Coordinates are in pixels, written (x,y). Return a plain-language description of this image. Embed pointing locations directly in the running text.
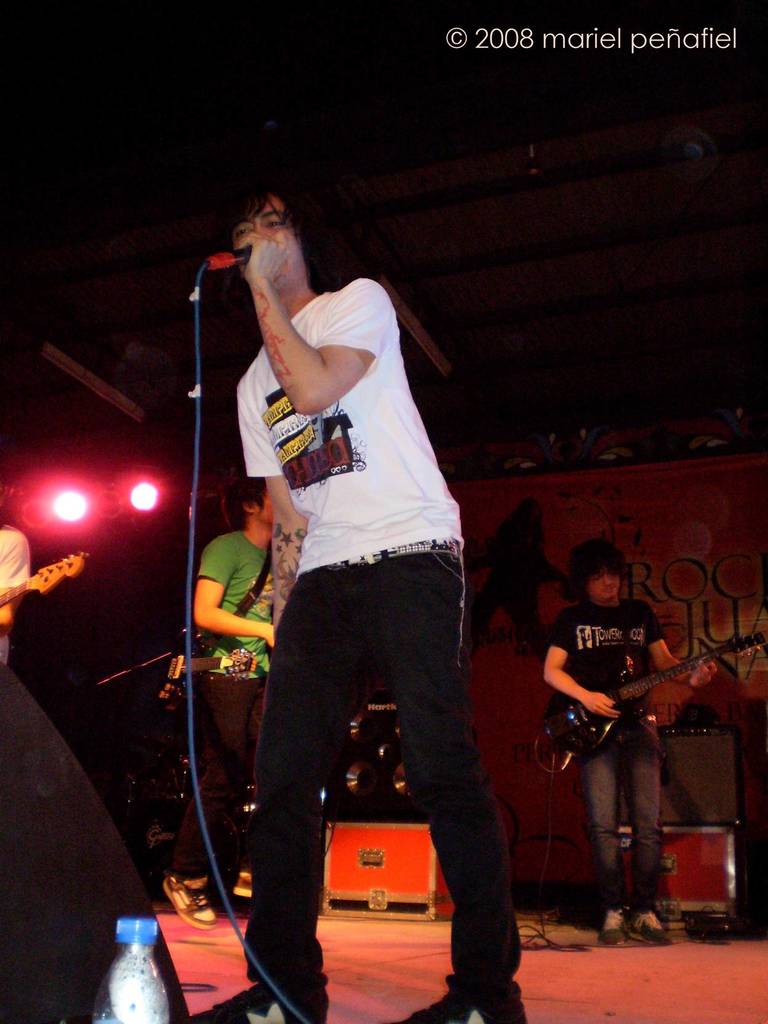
This picture is clicked in a musical concert. Man (355,604) in white t-shirt (296,417) is singing on microphone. Behind him, we see three people (578,573) who are holding guitar (173,697) in their hands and playing it. In front of the picture, we see a water bottle (130,1018).
